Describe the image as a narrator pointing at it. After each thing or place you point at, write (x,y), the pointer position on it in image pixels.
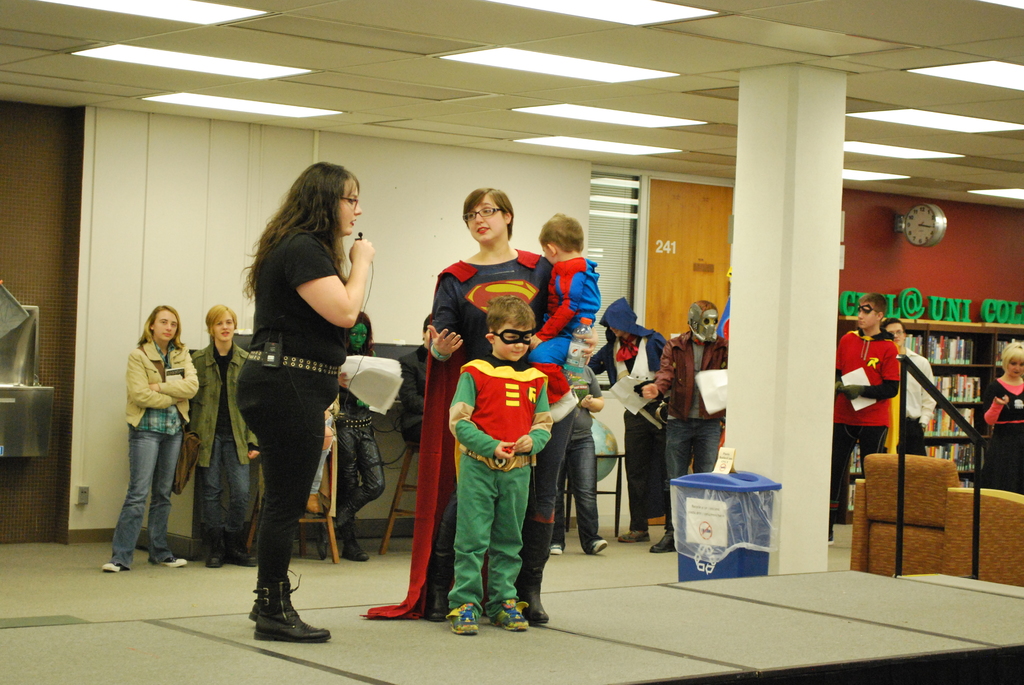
In this image we can see a few people (700,468), some of them are holding papers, there is a dustbin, a pillar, handrails (902,407), there are some objects (891,488) beside to it, there is a wall clock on the wall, there are some books (969,343) on the racks (962,331), and some text (957,317) on top of the racks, a lady (345,277) is holding a mic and talking, another lady (527,300) is carrying a kid (555,339), and holding a bottle (582,333), we can see some ceiling lights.
